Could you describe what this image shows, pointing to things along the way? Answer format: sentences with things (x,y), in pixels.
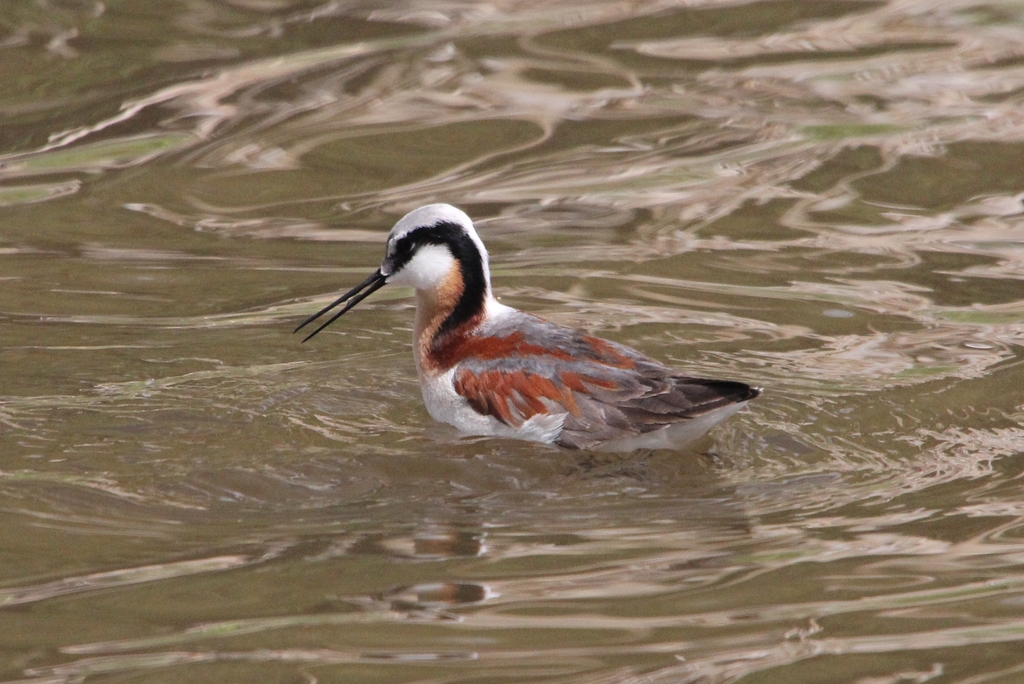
There is a bird (697,391) in the water (283,255) in the foreground area of the image (678,413).
